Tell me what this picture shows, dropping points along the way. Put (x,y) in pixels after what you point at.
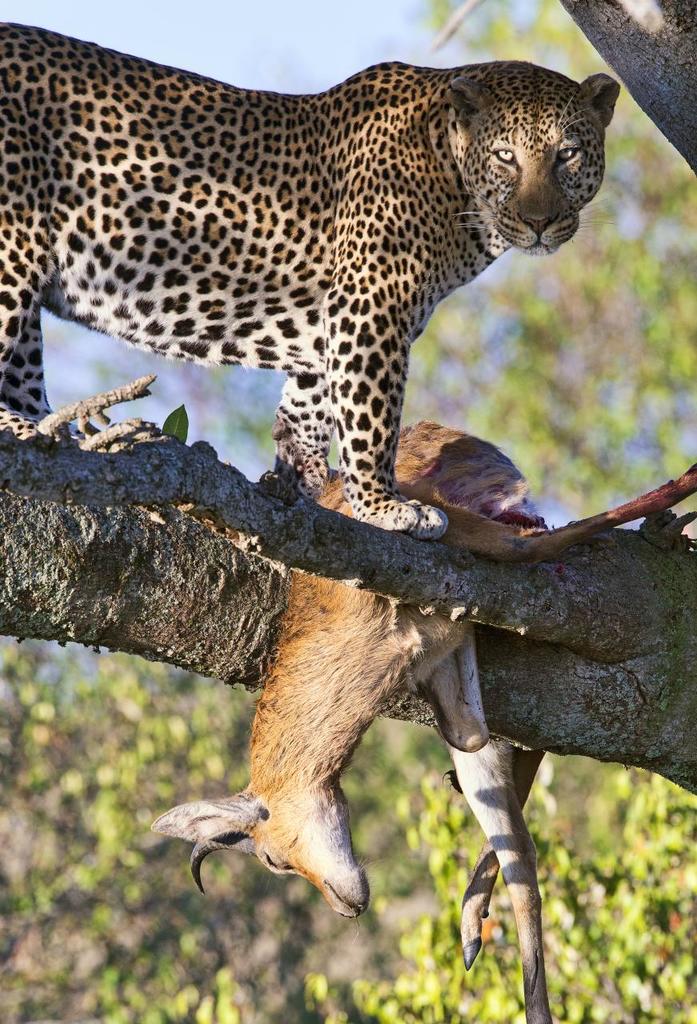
In this picture we can see a leopard (300,304) and a deer (348,595) on the tree (501,705), in the background (491,956) we can find few more trees (440,862).
